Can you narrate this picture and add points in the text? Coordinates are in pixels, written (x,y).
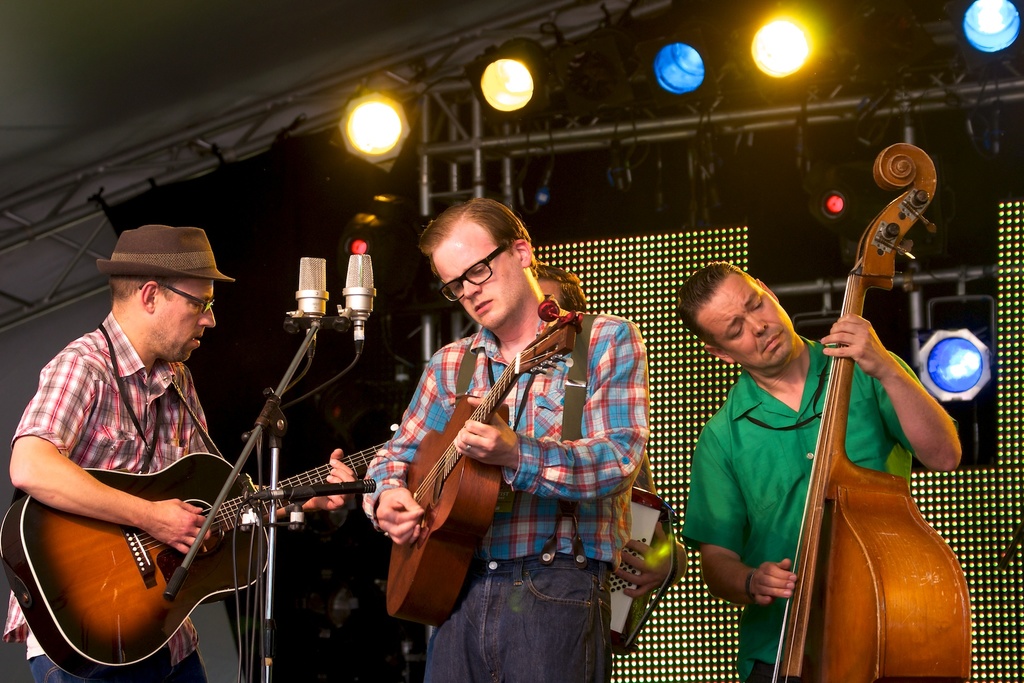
In this image I see 4 men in which all of them are holding the musical instruments (48,534) and they are standing in front of the mic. In the background (988,646) I see the lights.
